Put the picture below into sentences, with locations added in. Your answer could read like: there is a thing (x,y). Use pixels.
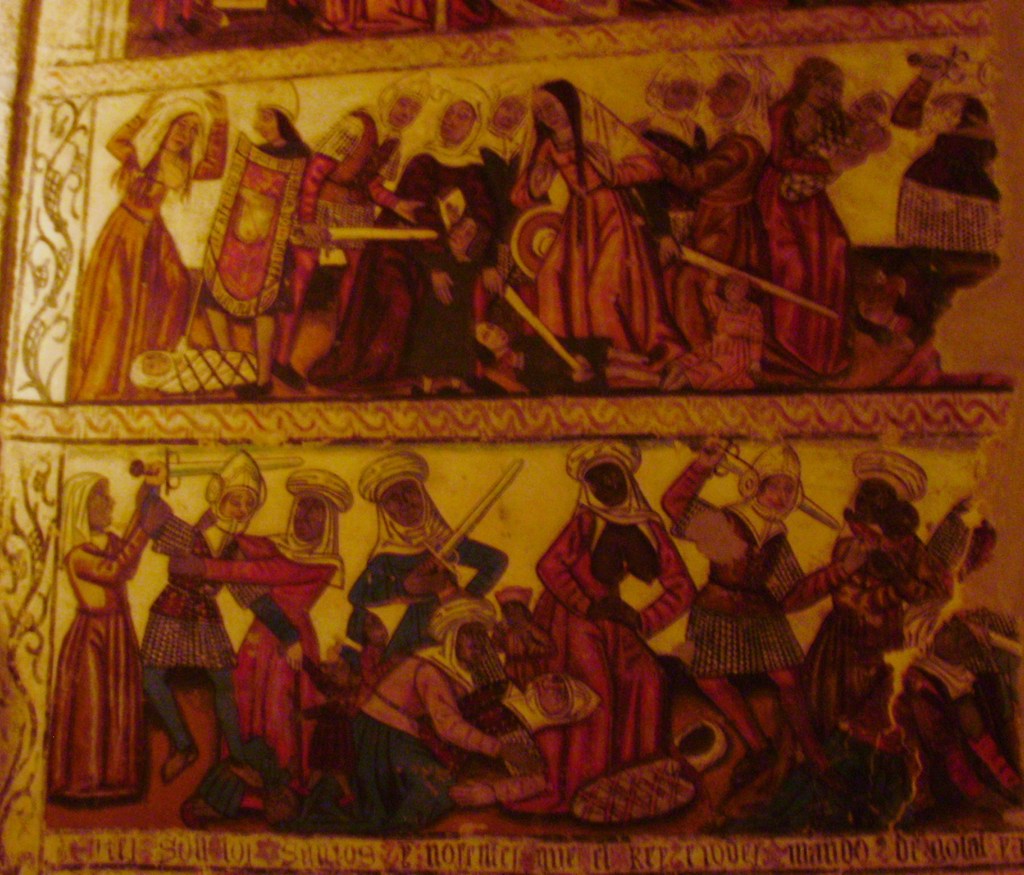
In the picture I can see painting (473,430) of people (464,366) and some other things (7,651) on an object (506,480).
